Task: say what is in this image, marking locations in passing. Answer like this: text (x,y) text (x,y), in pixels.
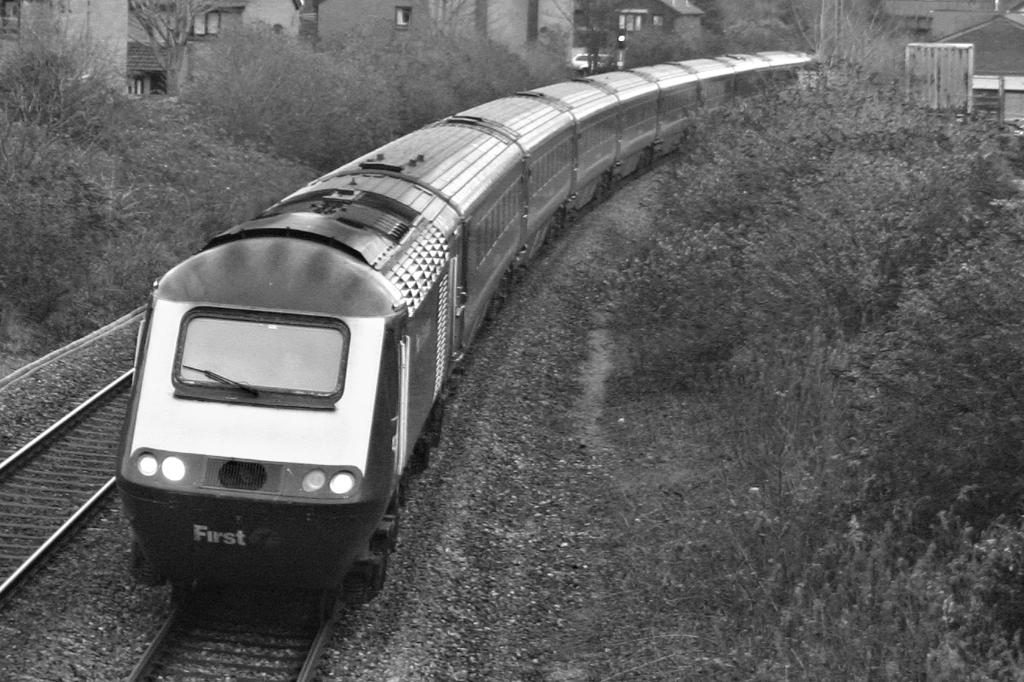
Black and white picture. Train (182,435) is on the track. Beside this train (599,190) there are plants (842,117), trees (262,55) and buildings (670,27). Far there is a vehicle (587,65).
